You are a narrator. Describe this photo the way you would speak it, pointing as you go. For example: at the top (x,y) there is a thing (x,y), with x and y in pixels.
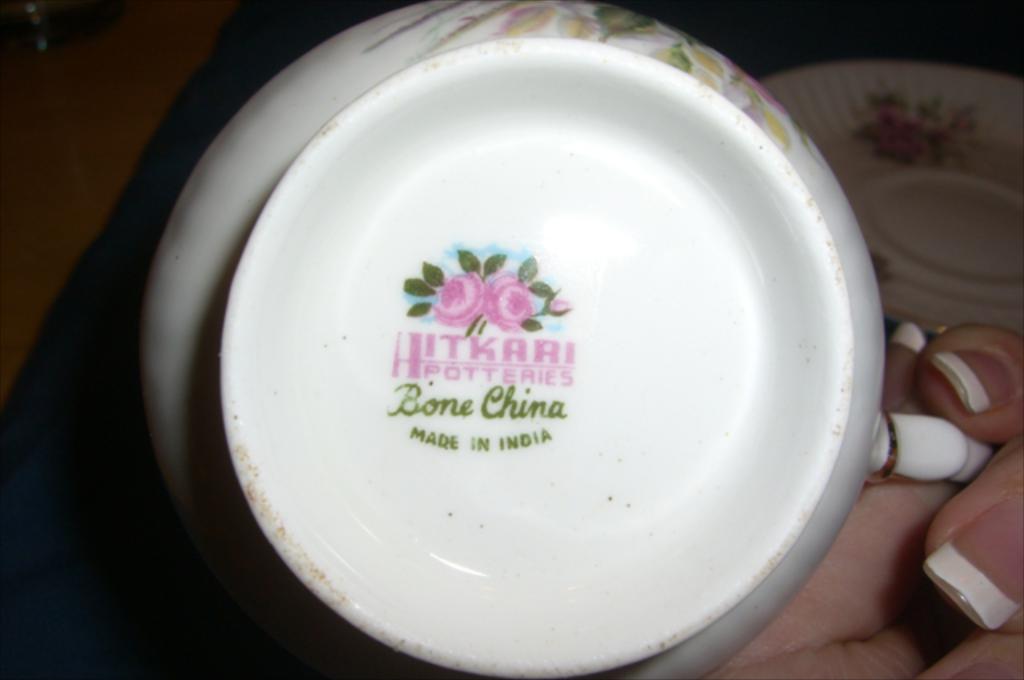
In this image there is a cup (447,276) which is in the reverse direction. On the right side (901,196) top there is a plate (925,232).
